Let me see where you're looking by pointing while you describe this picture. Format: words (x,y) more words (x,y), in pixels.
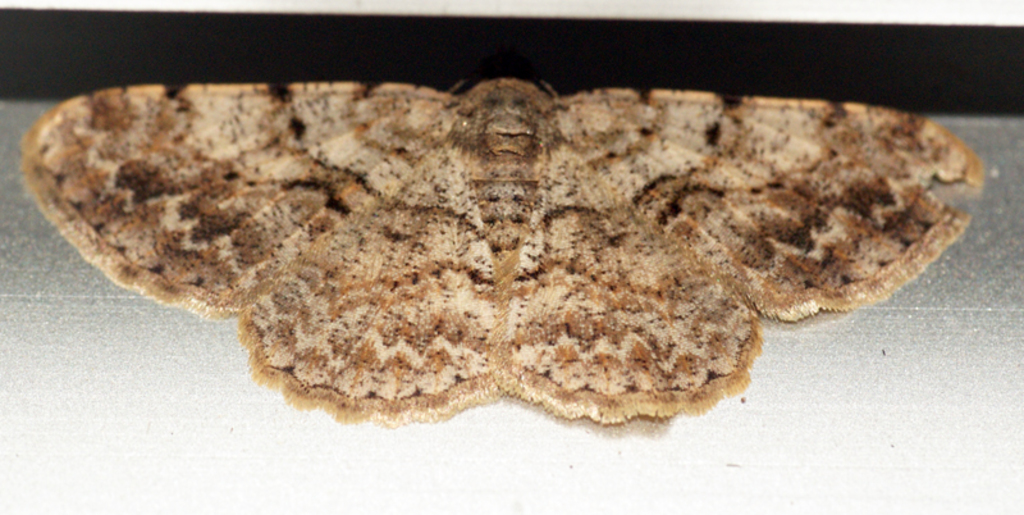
In this picture we can see a brown house moth (437,273).
